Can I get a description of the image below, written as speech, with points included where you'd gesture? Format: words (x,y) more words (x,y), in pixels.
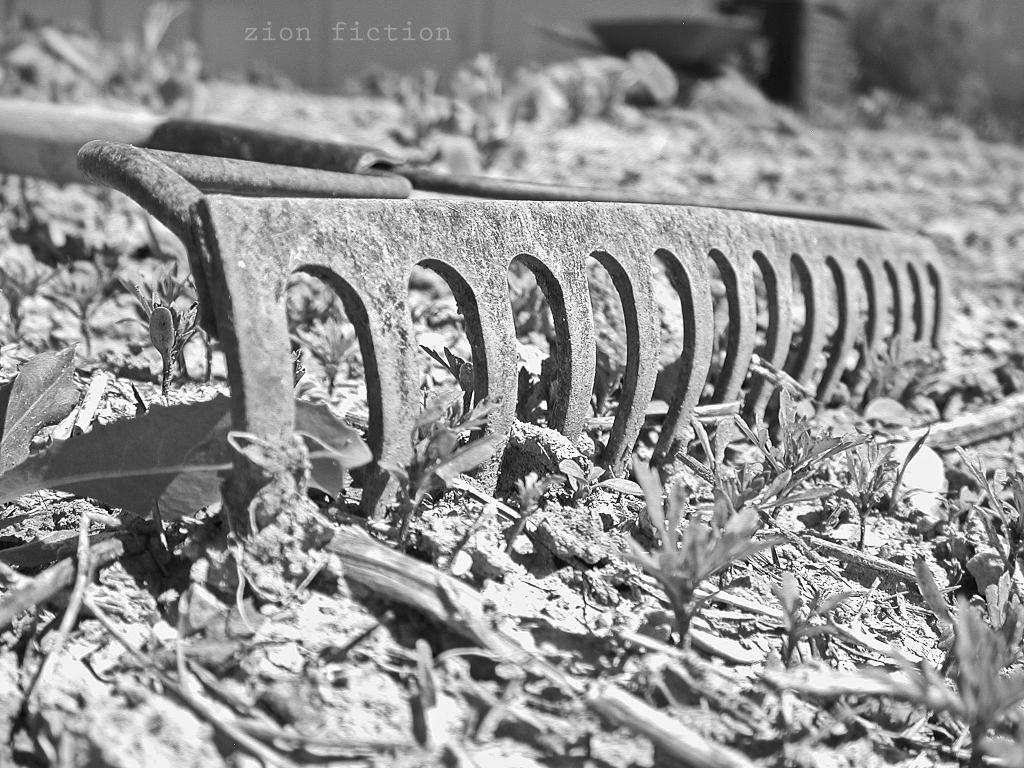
In this image I can see iron rod (488,369) kept on the floor (149,671) and I can see leaves (5,493) kept on floor (260,634).
